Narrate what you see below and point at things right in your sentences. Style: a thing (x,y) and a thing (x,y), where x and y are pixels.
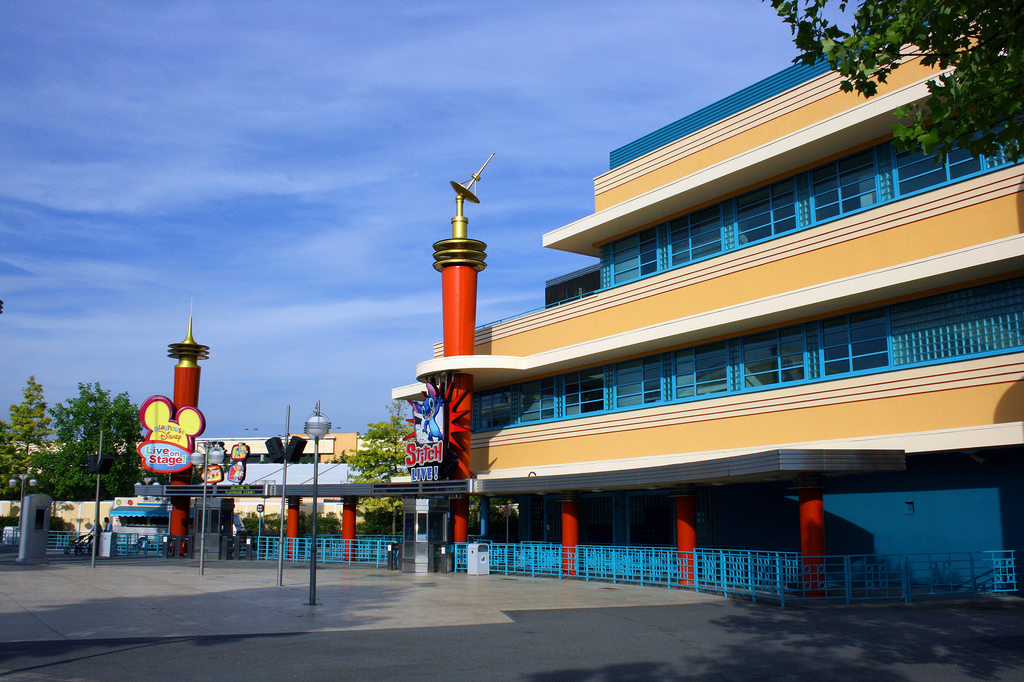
In the image in the center (445,453) we can see poles (576,536), fences (528,561), banners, vehicles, shops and few people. In the background (381,350) we can see the sky (261,154), clouds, buildings (849,403) and trees (366,454).
